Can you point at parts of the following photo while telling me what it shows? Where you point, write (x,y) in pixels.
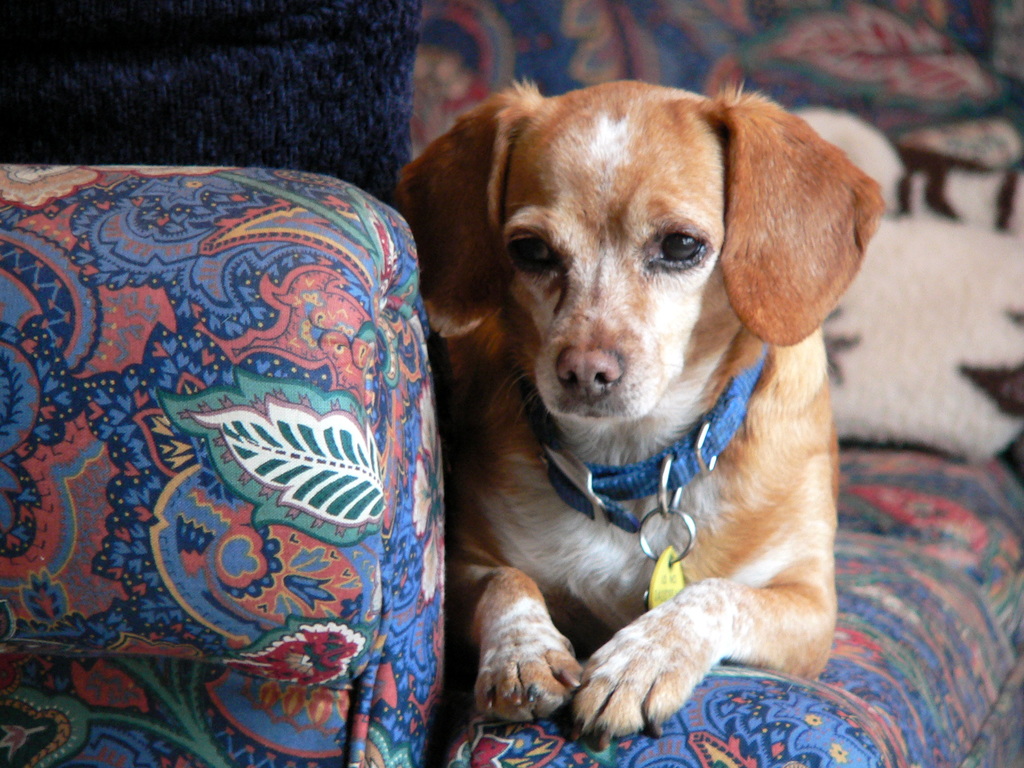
In this picture we can observe a dog (532,561) which is in white and brown color sitting in the sofa (911,481). We can observe a blue color belt (610,487) around its neck (652,502). In the background (487,42) there is a blue color sofa (637,78).
